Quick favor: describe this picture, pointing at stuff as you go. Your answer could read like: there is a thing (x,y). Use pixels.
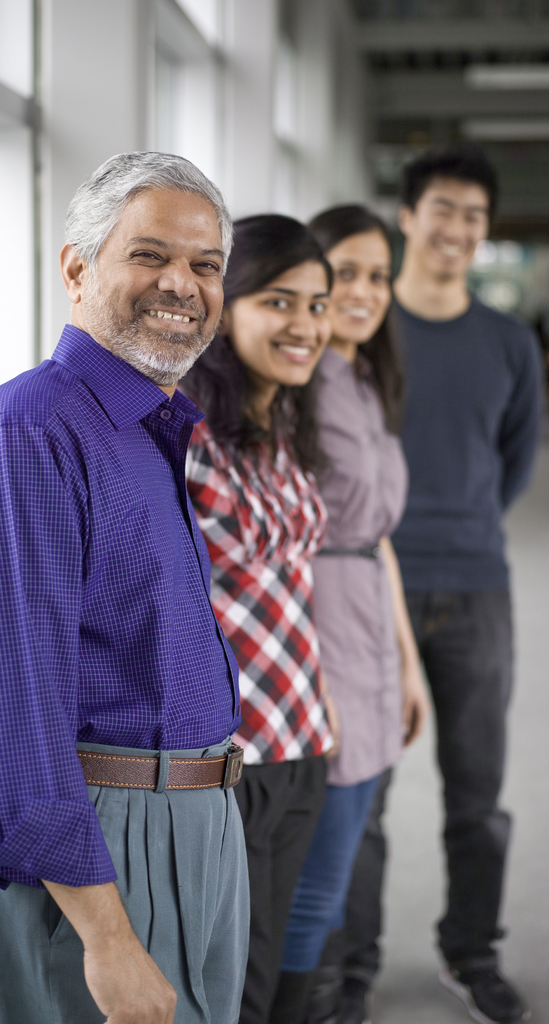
In this image in the center (317,653) there are group of persons (324,612) standing and smiling and the background (11,284) is blurry.
